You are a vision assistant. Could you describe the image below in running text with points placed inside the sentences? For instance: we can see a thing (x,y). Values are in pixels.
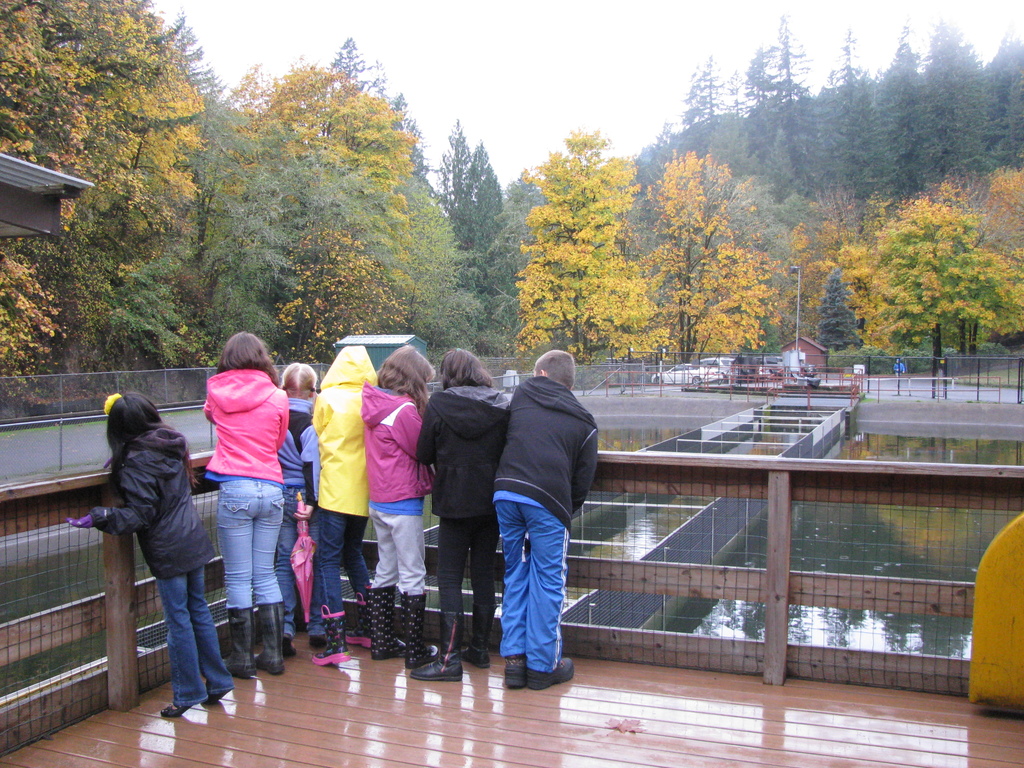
In this picture I can see a group of children (398,534) in the middle (358,481), there is water (890,457) on the right side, in the background (743,316) I can see few vehicles (672,382) and trees (656,219), at the top (565,57) there is the sky (482,38).
